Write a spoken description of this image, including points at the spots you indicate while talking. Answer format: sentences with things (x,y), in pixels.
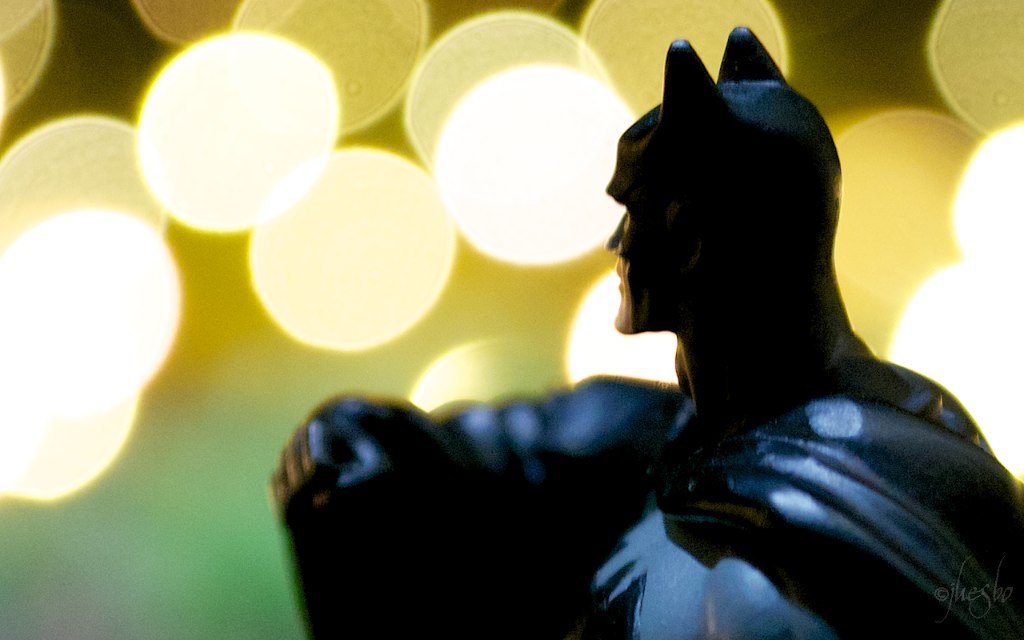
On the right side (702,591) it is a doll (760,368) in the shape of batman (688,478) in black color, on the left side (108,138) there are lights (252,100).
